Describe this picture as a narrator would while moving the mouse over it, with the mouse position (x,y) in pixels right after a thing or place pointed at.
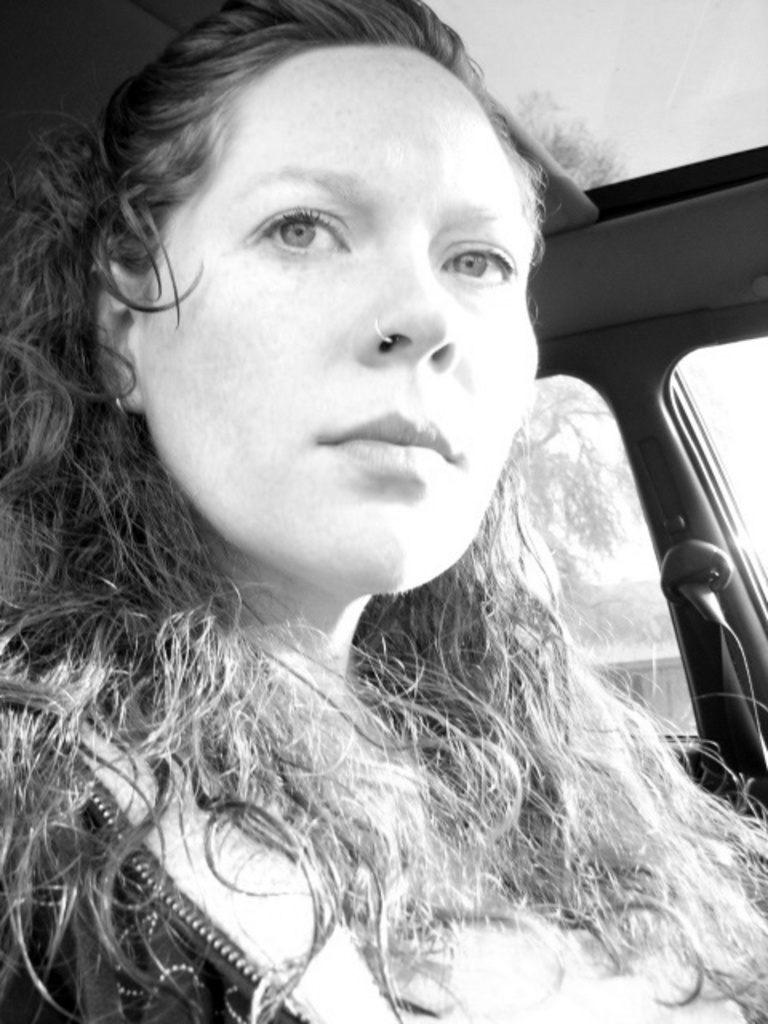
This is a black and white image. I can see a woman (260,896) sitting. I think this picture was taken inside the vehicle (638,322).
